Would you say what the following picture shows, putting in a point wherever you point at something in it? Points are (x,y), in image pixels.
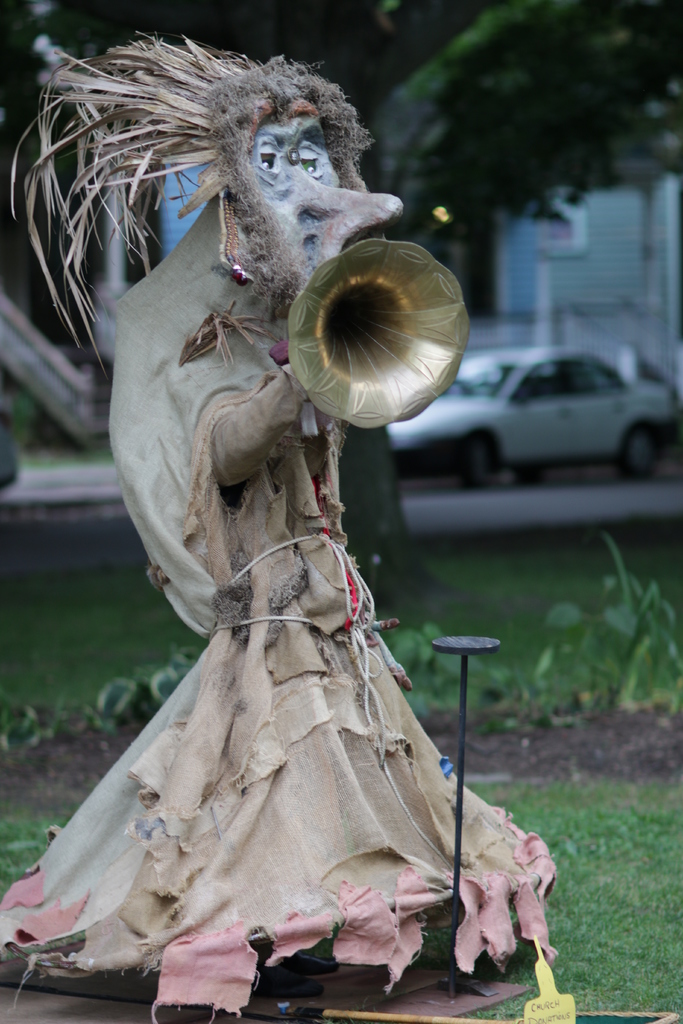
In this picture it looks like a statue (292,513) of a strange creature (382,668) holding a trumpet (370,251) with grass (127,65) on the head (295,122). Here we can see grass (570,568), trees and vehicles (488,456) on the road (443,487).
